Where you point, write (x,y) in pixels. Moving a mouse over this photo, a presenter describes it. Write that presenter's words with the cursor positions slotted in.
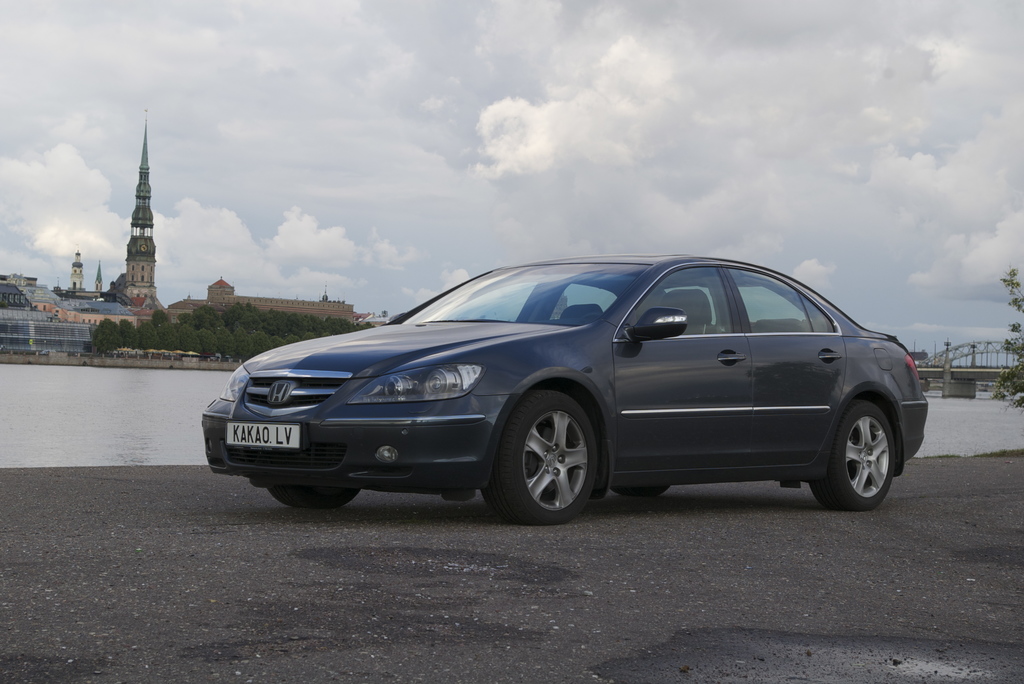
In this image in the center (637,421) there is a car (691,405) which is black in colour and on the car (529,403) there is some text (292,437) written on it. In the center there is water (926,393) and on the right side (957,369) there is a bridge (984,364) and there are leaves (1010,345). In the background (144,324) there are trees (164,325), buildings (114,304), there is a tower (137,225) and the sky (669,122) is cloudy.
